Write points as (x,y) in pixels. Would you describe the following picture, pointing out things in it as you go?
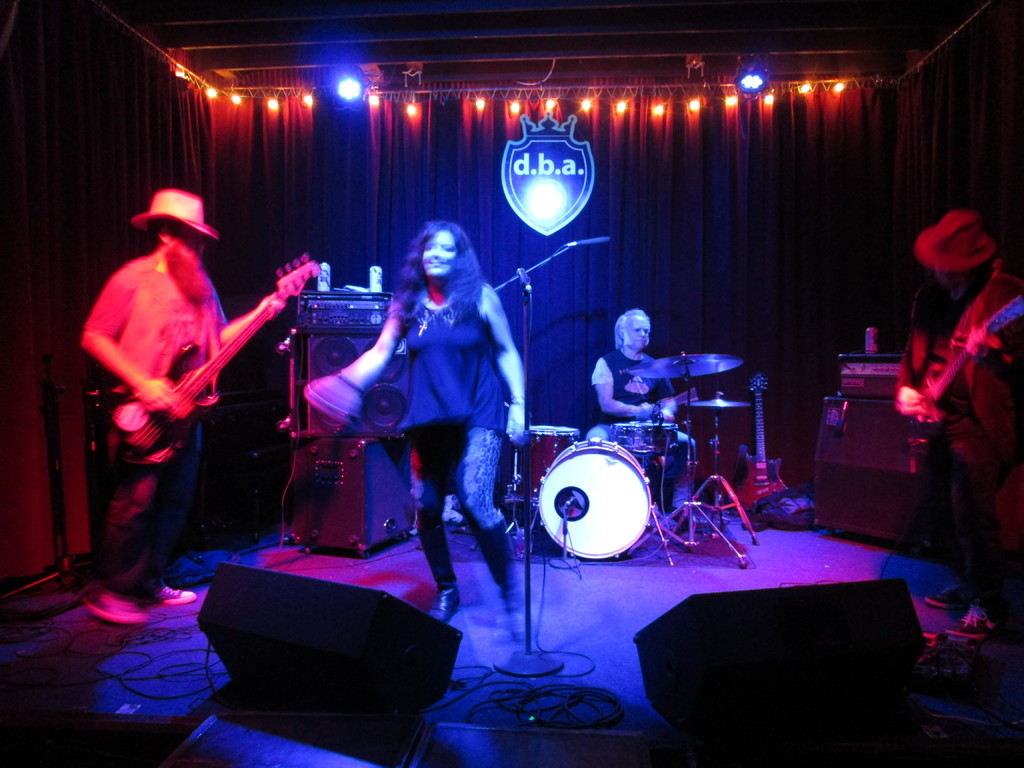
In this image i can see a group of people (413,427) who are playing instruments (179,393) and singing songs in front of the microphone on the stage (466,578).
